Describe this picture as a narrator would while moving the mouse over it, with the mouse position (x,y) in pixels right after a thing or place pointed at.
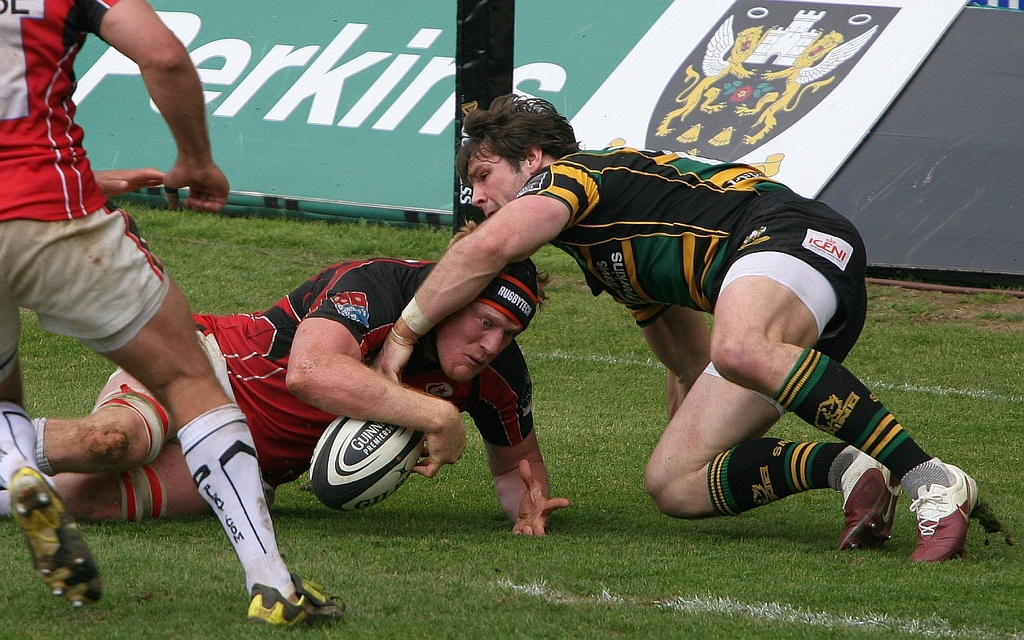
In the image we can see there are people (273,444) who are on the ground (643,503) and they are playing with a rugby ball (377,478).
